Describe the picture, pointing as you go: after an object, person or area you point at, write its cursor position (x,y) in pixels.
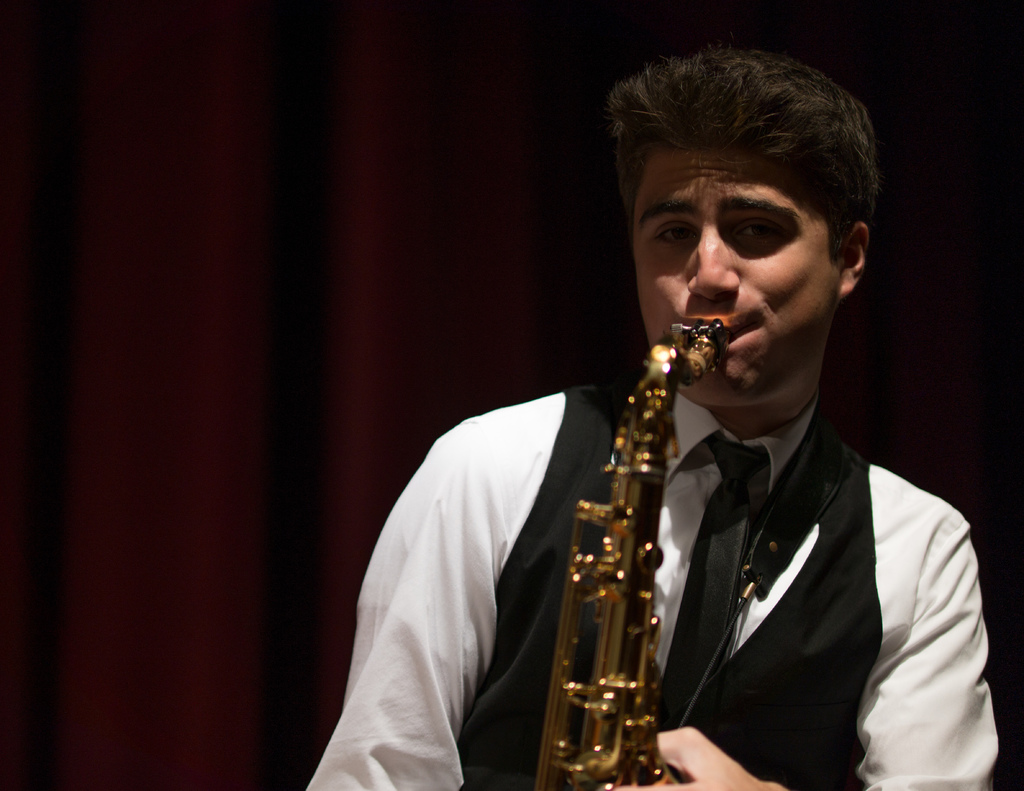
In this picture we can see a person (767,413) playing a musical instrument (597,718). We can see a maroon curtain (289,569) in the background (192,615).
